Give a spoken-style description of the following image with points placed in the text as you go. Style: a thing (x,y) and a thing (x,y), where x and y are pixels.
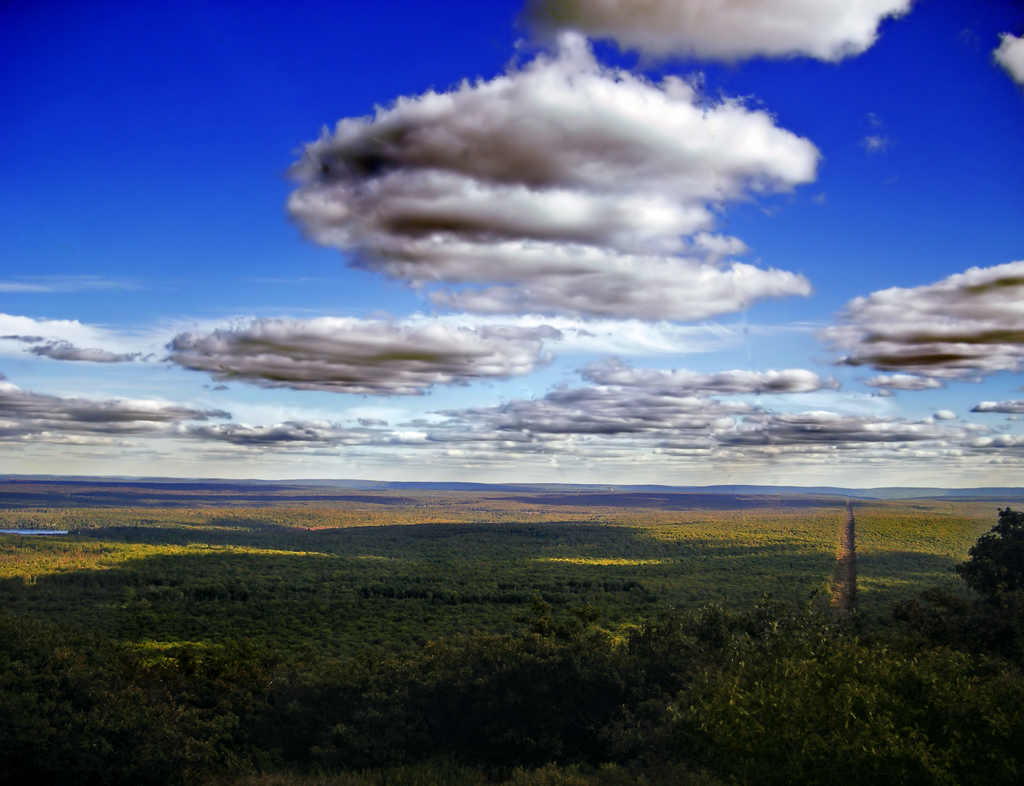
In this image we can see the trees (390,640) and plants (422,701). On the left side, we can see the water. At the top (718,199) we can see the sky (340,398).
